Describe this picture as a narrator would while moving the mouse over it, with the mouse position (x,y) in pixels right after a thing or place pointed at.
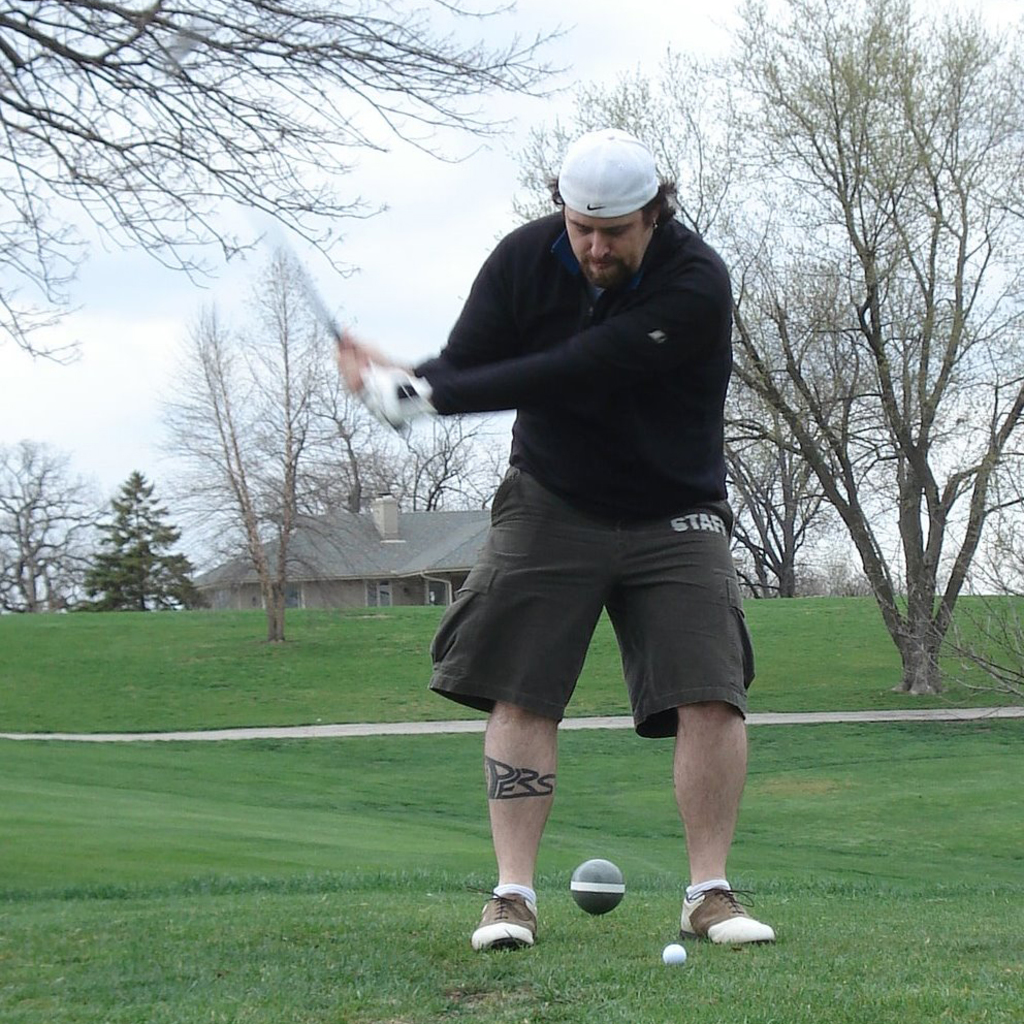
In this image I can see the person (567,428) wearing the black and grey color dress (544,468) and also holding the stick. I can see there are two balls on the grass (461,959). In the background (362,577) I can see many trees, house (352,598), clouds (393,341) and the sky (256,327).
